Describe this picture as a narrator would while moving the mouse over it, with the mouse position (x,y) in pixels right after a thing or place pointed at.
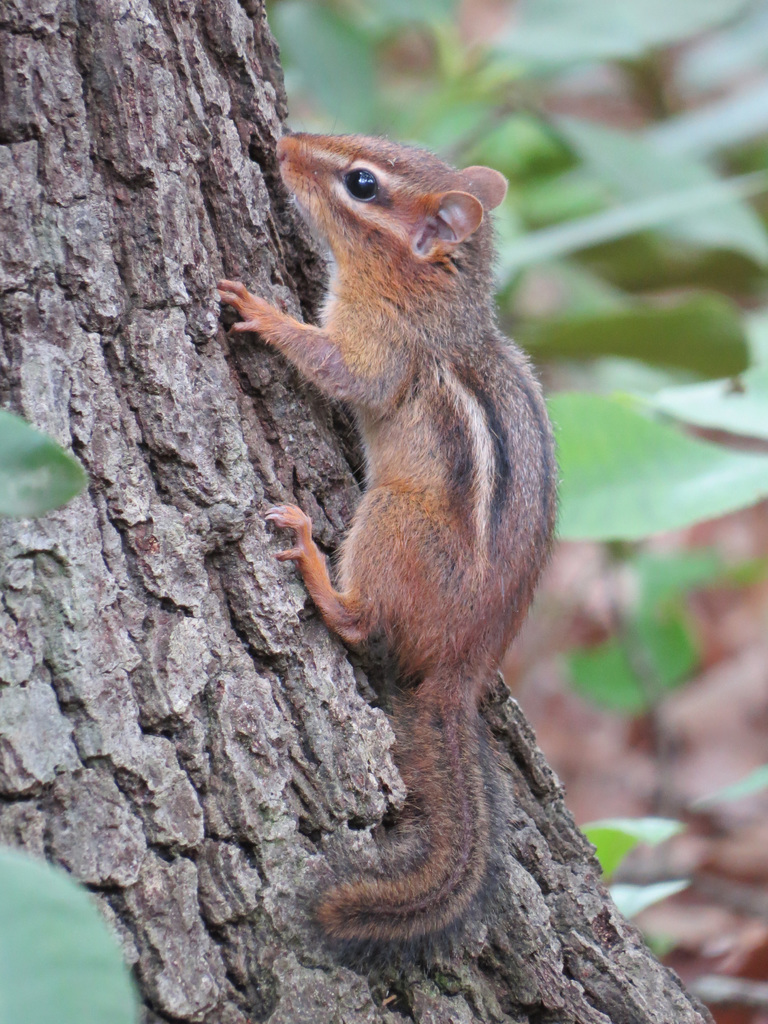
In this picture I can observe a squirrel (371,474) on the tree (211,304). The squirrel (383,581) is in brown color. In the background (605,292) there are some plants (563,347).
